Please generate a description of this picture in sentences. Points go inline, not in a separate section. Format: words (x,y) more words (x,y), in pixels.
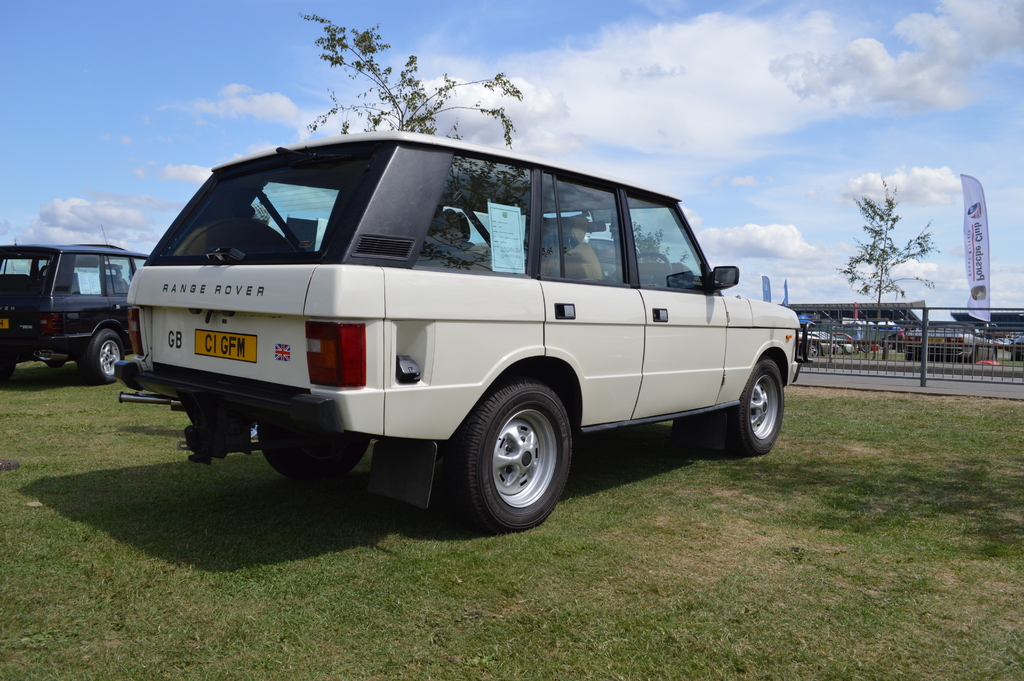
In this image we can see group of vehicles (590,393) parked on the ground (459,590). To the right side of the image (848,347) we can see a barricade (854,350), group of trees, banner (975,247) with some text (981,276). In the background (796,244), we can see a shed (860,311) and cloudy sky (832,278).
